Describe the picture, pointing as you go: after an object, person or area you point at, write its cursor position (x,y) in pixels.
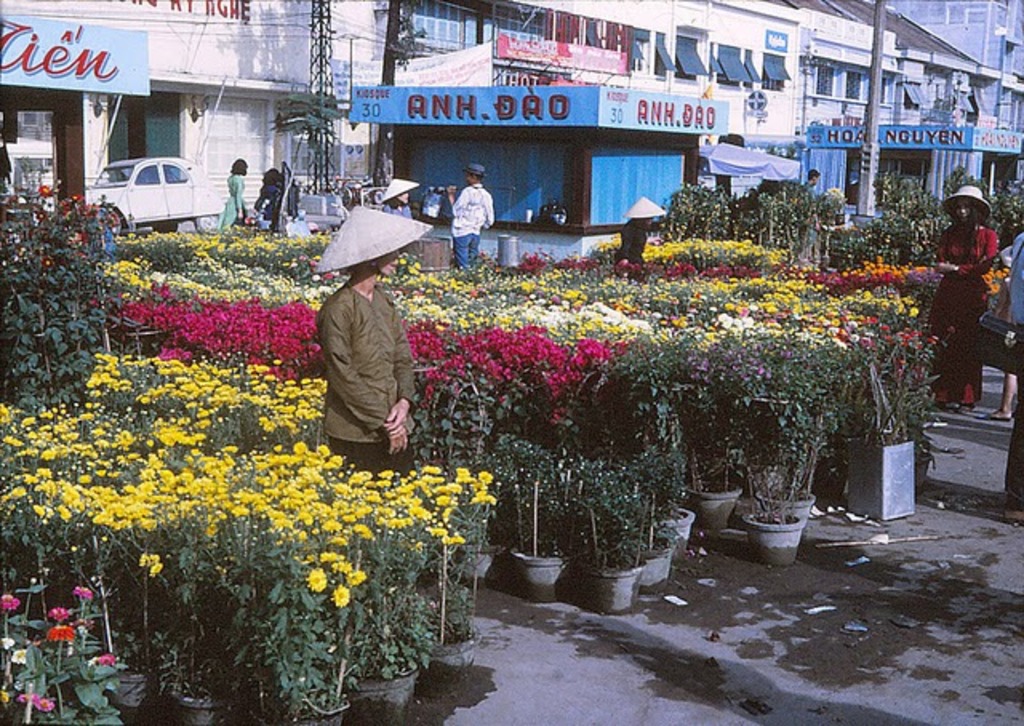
In-front of this building (778,61) there is a vehicle (165,187), people (401,182) and stores (511,114). These are hoardings (910,129). In-front of these stores (628,177) there are plants (578,322) with flowers (536,325). Beside these plants (758,373) we can see people (382,329).
